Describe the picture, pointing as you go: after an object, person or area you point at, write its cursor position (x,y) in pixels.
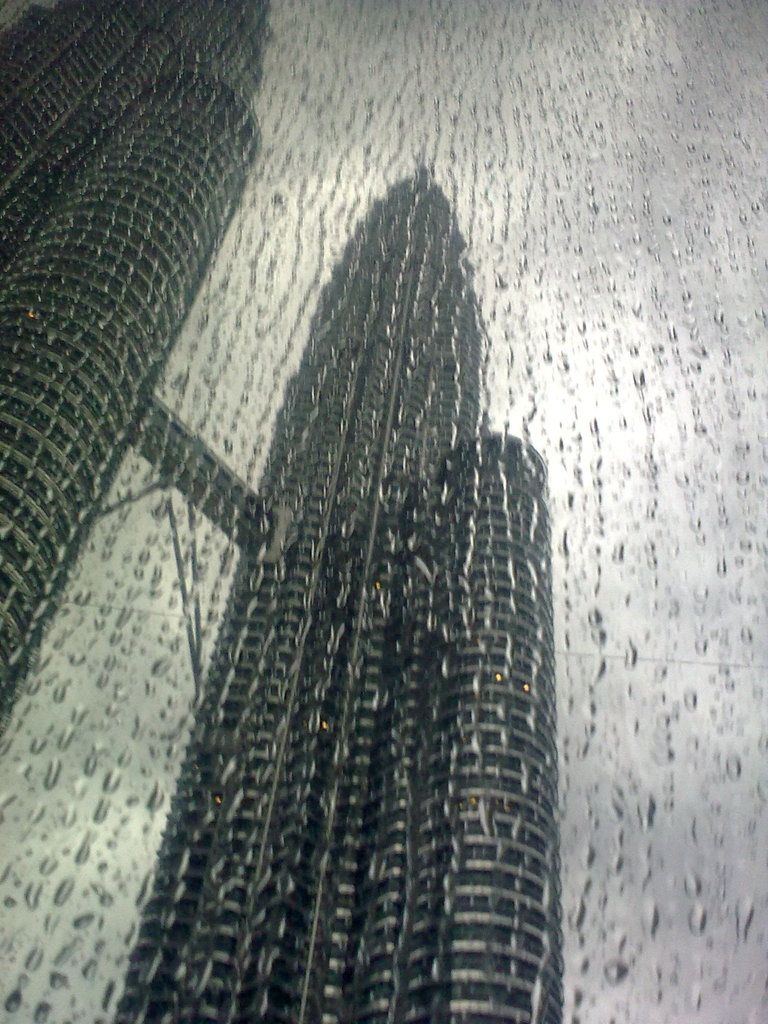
In the image we can see there are water drops (534,291) on the glass (502,407) and behind there are buildings (384,495).
